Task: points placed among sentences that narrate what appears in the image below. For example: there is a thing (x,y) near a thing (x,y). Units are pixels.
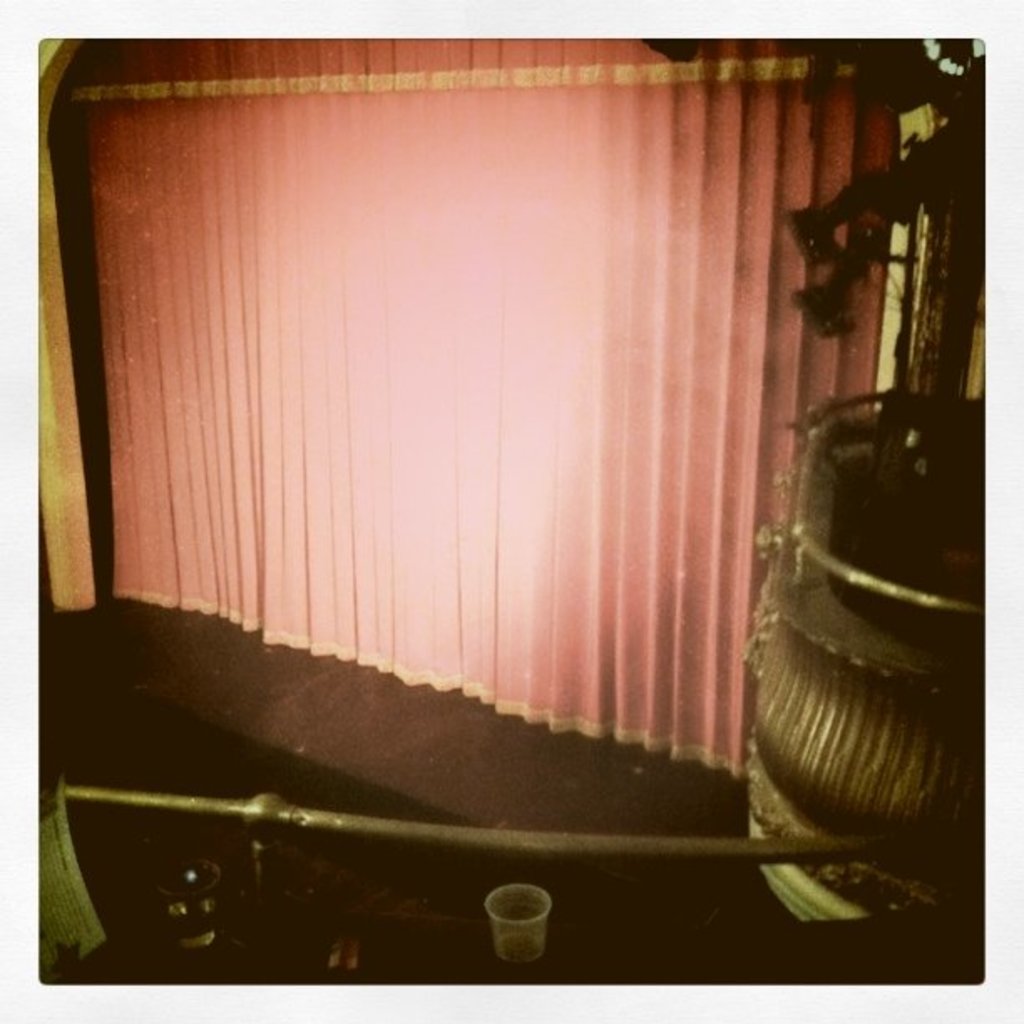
In this picture we can see glasses (209,884) on the table (417,914), in the background (513,494) we can find a lights (812,219) and curtains (550,430).
